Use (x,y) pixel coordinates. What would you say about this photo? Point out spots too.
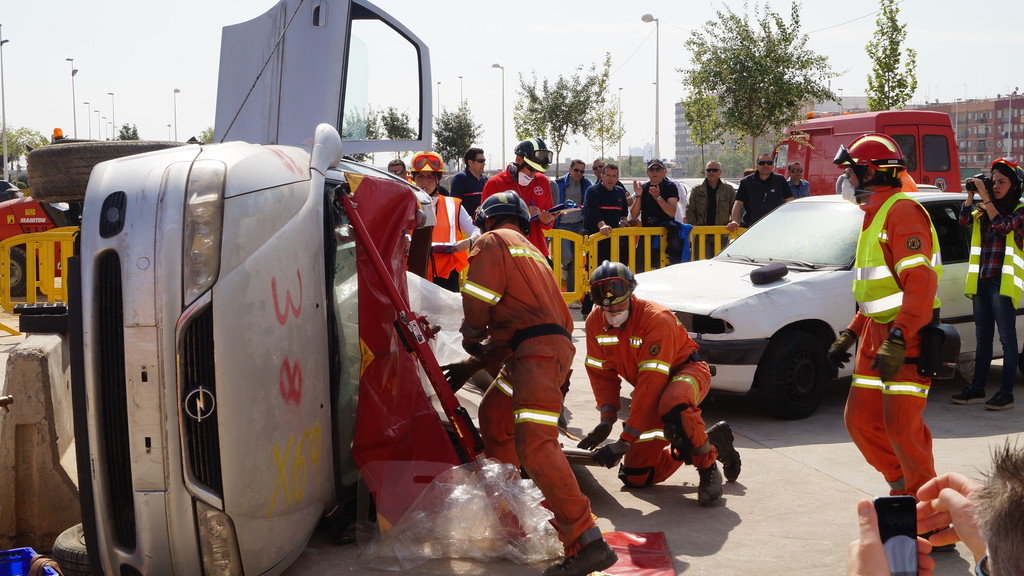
In this image in the front (319,313) there is a car (299,356). In the center (533,203) there are persons (511,220) standing. On the right side (1009,226) there is a woman (1002,254) standing and holding a camera (978,181) and clicking a photo and there are vehicles (836,209), buildings (711,155), trees (763,87), poles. On the left side (5,121) in the background (84,101) there are poles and trees (130,137) and the sky (170,54) is cloudy.
